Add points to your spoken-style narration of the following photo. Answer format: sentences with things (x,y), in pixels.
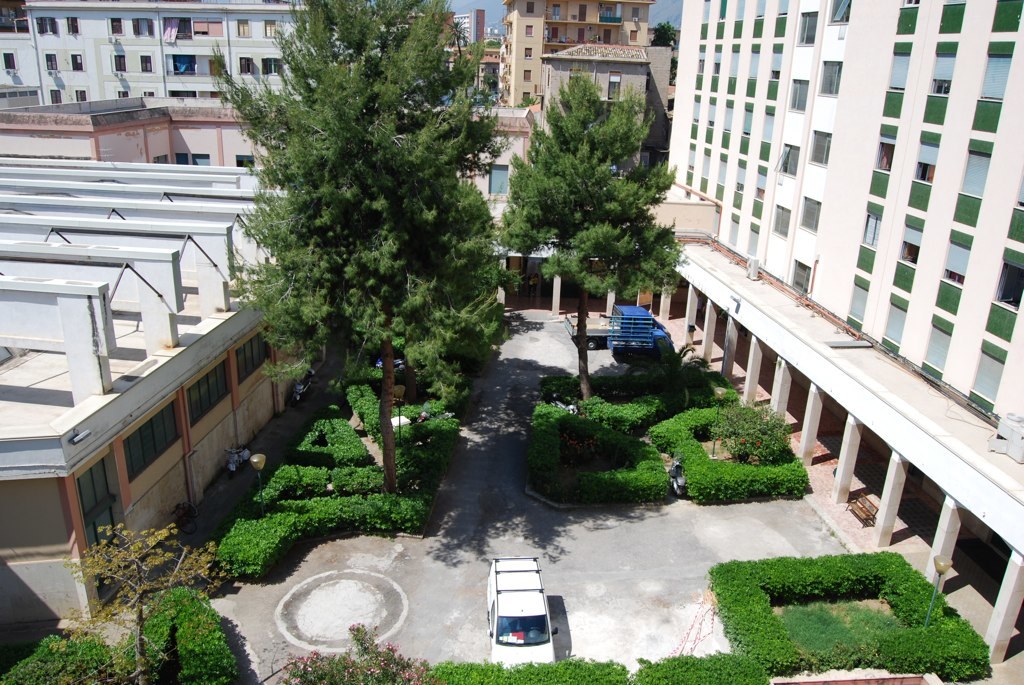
In the picture I can see buildings (522,12), trees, plants (629,404), vehicles (528,661) on the ground (501,459) and some other objects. In the background (485,14) I can see the sky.
